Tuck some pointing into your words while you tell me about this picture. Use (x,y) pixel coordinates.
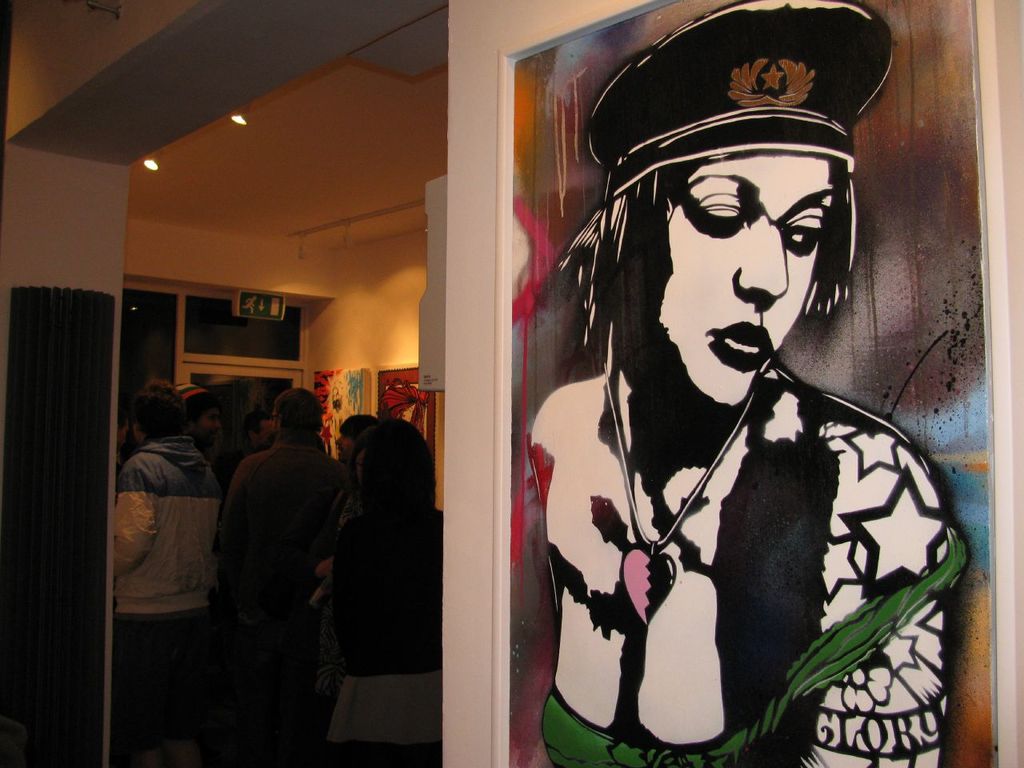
On the right side of the image (692,360) a cartoon picture (681,463) is present on the wall (886,388). On the left side of the image (274,522) some persons (256,546) are standing. At the top of the image (276,130) roof (234,137), light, signboard (246,308), door (189,313), wall (231,278) are present.
